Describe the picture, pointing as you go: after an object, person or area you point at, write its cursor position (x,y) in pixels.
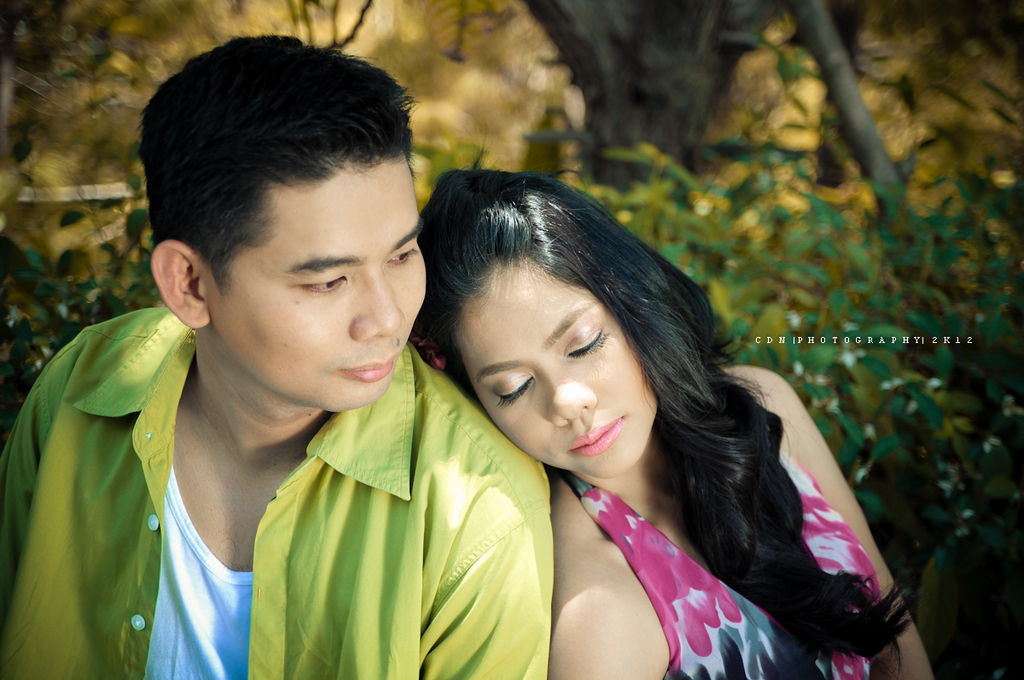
In this picture there is a man (430,433) with green shirt (452,526) and there is a woman (671,357) with pink dress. At the back (763,224) there are trees (829,119). On the right side of the image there is a text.
